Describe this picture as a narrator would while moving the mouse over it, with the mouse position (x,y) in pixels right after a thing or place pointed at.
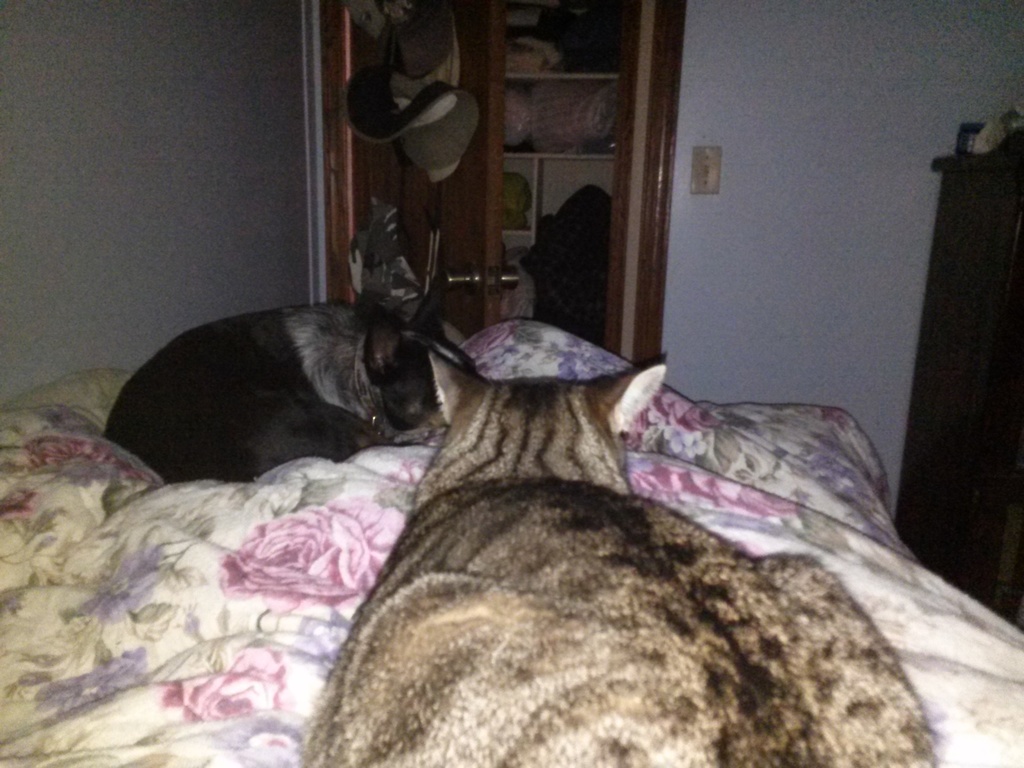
On this bed (54,709) a cat (521,662) and a dog (414,423) are lying. Far there is a cupboard (489,112). This cupboard (522,250) is filled with things (562,115).
